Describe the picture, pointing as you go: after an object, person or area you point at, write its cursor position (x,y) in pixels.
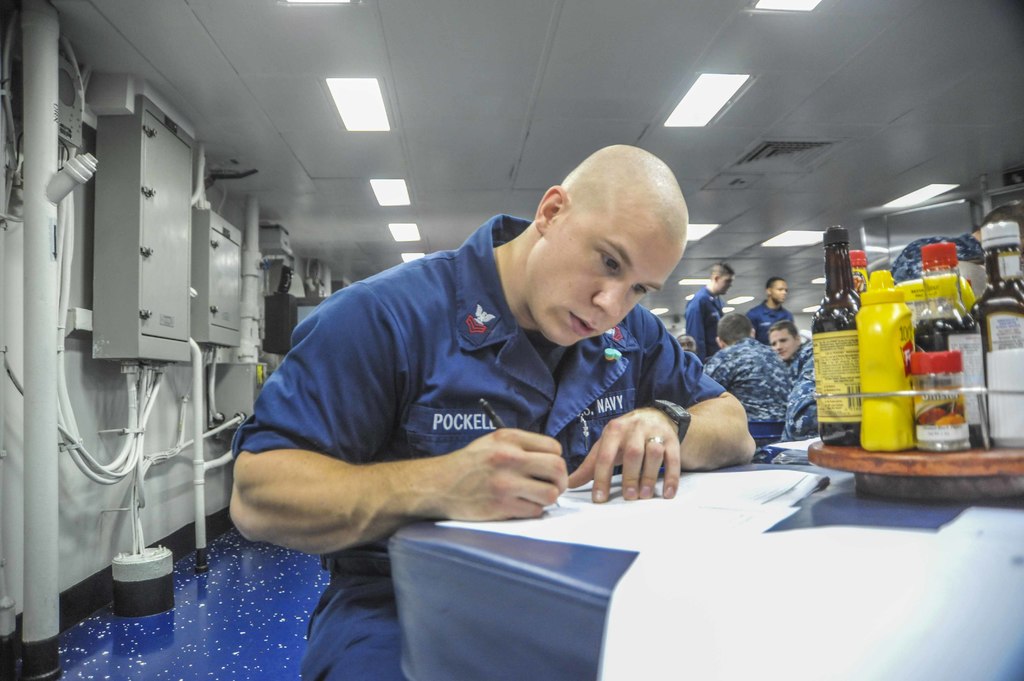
In a room (233,275), there are different types of machines (203,280) and beside the machines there are some people (724,337) sitting on the chairs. In the front (432,449) there is a man (380,457) sitting in front of a table (418,581) and he is writing something on the papers (605,522), beside the papers (736,524) there are few bottles (852,355) kept on a wooden plate (896,452). To the roof (408,130) there are plenty of lights (718,107).
